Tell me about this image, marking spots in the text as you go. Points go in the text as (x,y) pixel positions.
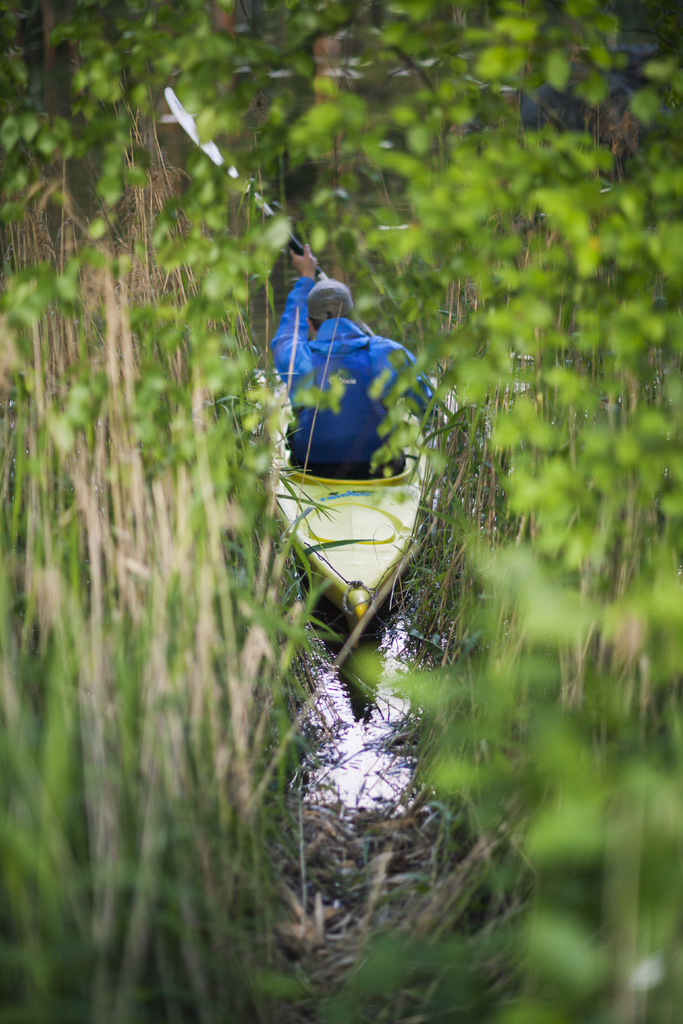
In this image, we can see a person (339,359) on the boat (362,479) which is in between plants (505,533). This person (364,360) is holding a oar (296,251).
